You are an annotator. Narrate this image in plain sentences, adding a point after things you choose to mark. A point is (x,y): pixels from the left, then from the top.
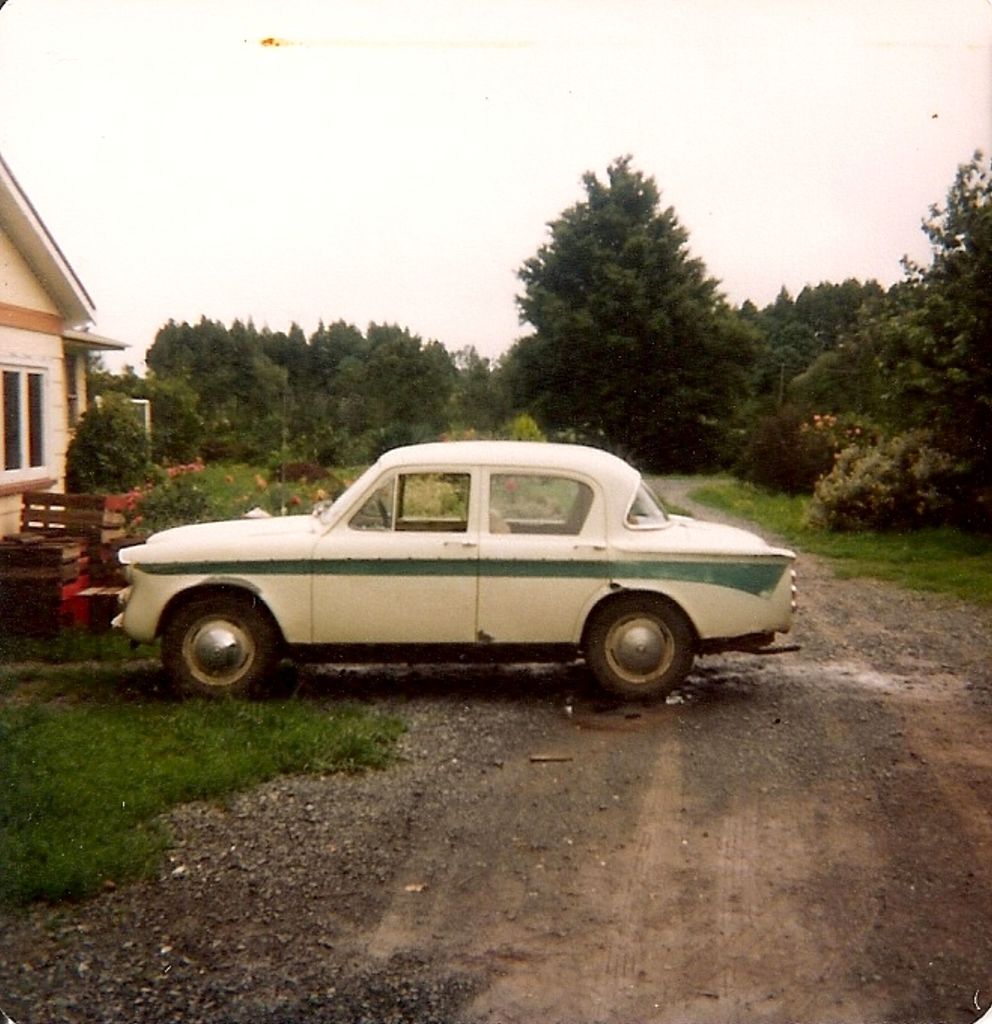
In the center of the image (607,459) there is a car (454,635) on the road (471,759). There is grass (71,774). In the background of the image (436,421) there are trees (392,354). To the left side of the image (57,291) there is house (18,194). There is sky (364,188).
